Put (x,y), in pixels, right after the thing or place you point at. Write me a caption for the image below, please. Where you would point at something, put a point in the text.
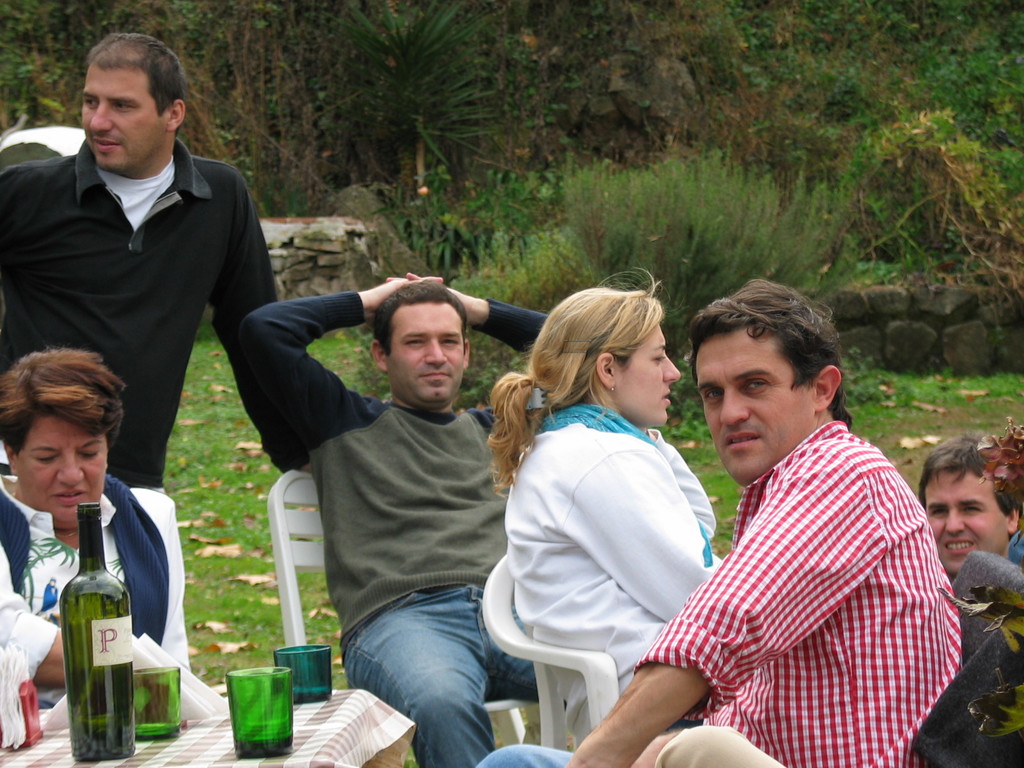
In this picture i could see some persons (468,565) sitting on chair (505,591) and having fun, in the left corner of the picture (305,721) i could see a table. On the table (203,729) i could a bottle (107,687) which is green in color and glasses (167,719) also. I could see a tissue paper (11,700) and a holder (24,717). In the background (510,223) there are many trees (753,108) and grass (209,438) around.
